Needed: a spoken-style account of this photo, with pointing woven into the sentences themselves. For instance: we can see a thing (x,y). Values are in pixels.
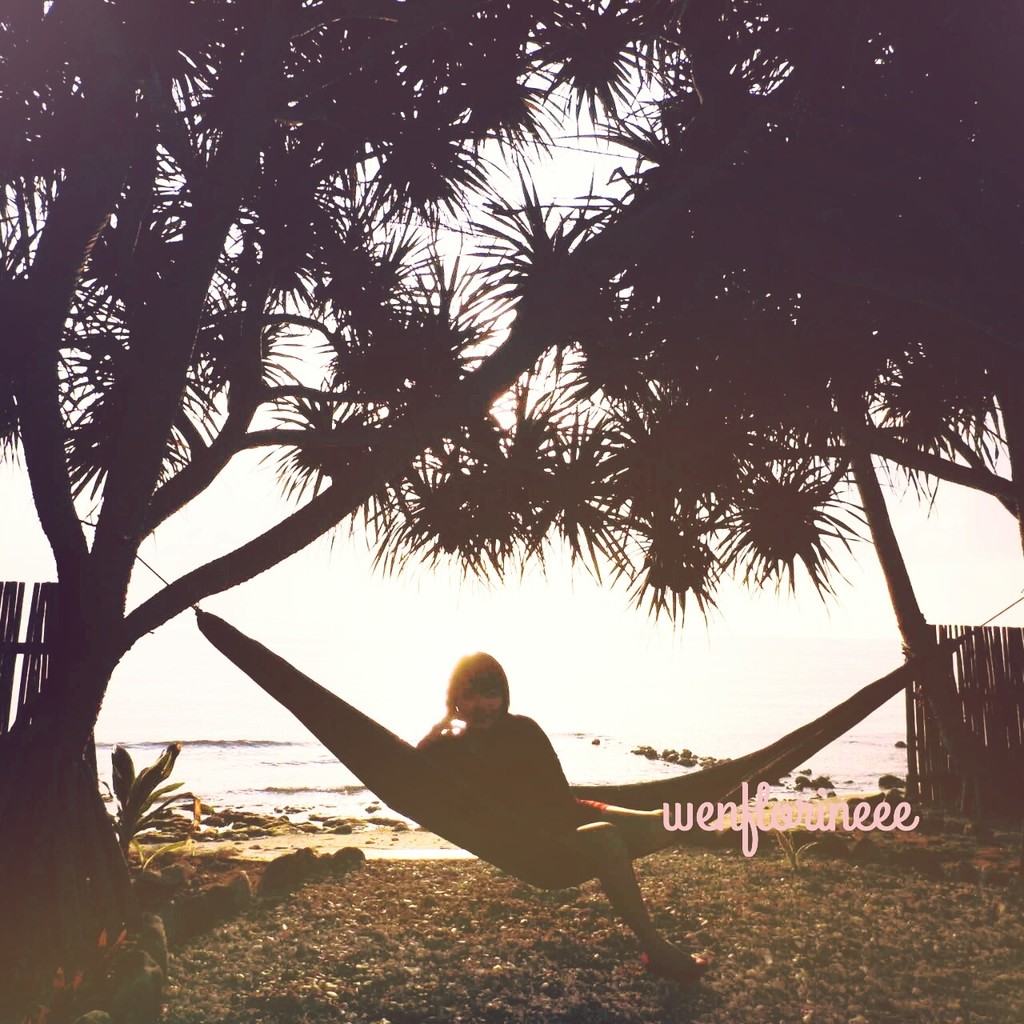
In this image there is one person (560,783) who is sitting on a swing (619,844), and at the bottom (284,931) there is grass (298,937), plants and some rocks (236,815). And in the background (946,638) there is a beach (277,842), trees (57,659) and gate (33,638) and sand (291,842).
